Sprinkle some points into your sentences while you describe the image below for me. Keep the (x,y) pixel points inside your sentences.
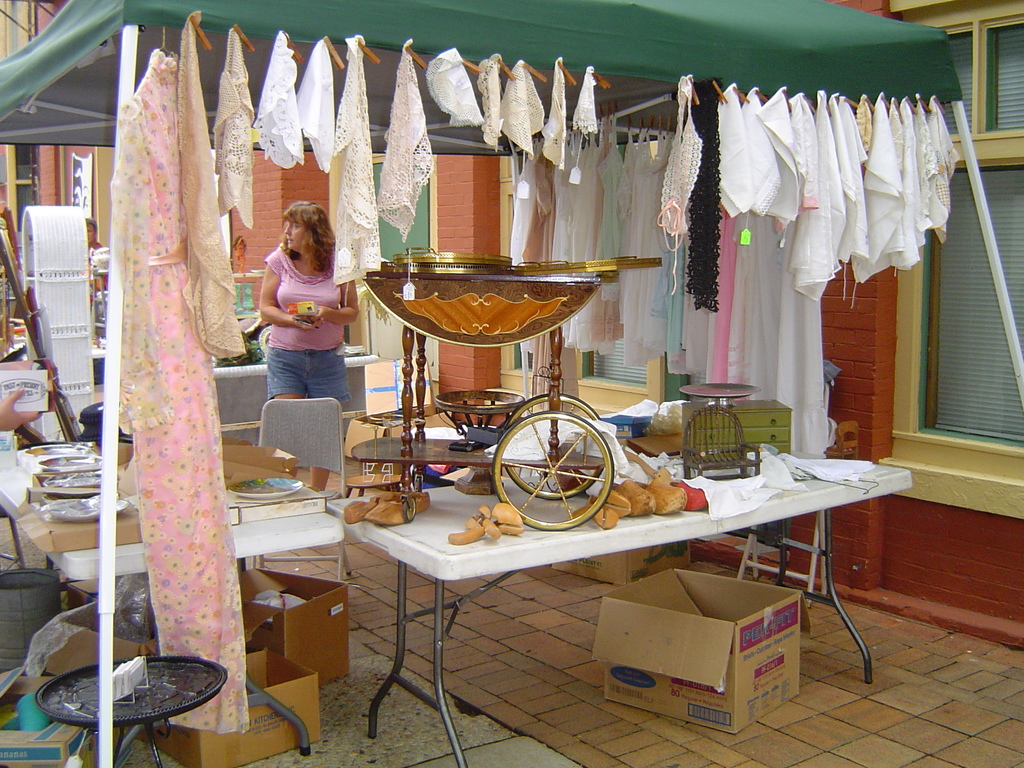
There are many household items (340,150) in this picture. There is a white table (482,561) and top of it there are objects (548,405) There is a lady (274,376) in the background (308,287) who is holding a box (311,304).
